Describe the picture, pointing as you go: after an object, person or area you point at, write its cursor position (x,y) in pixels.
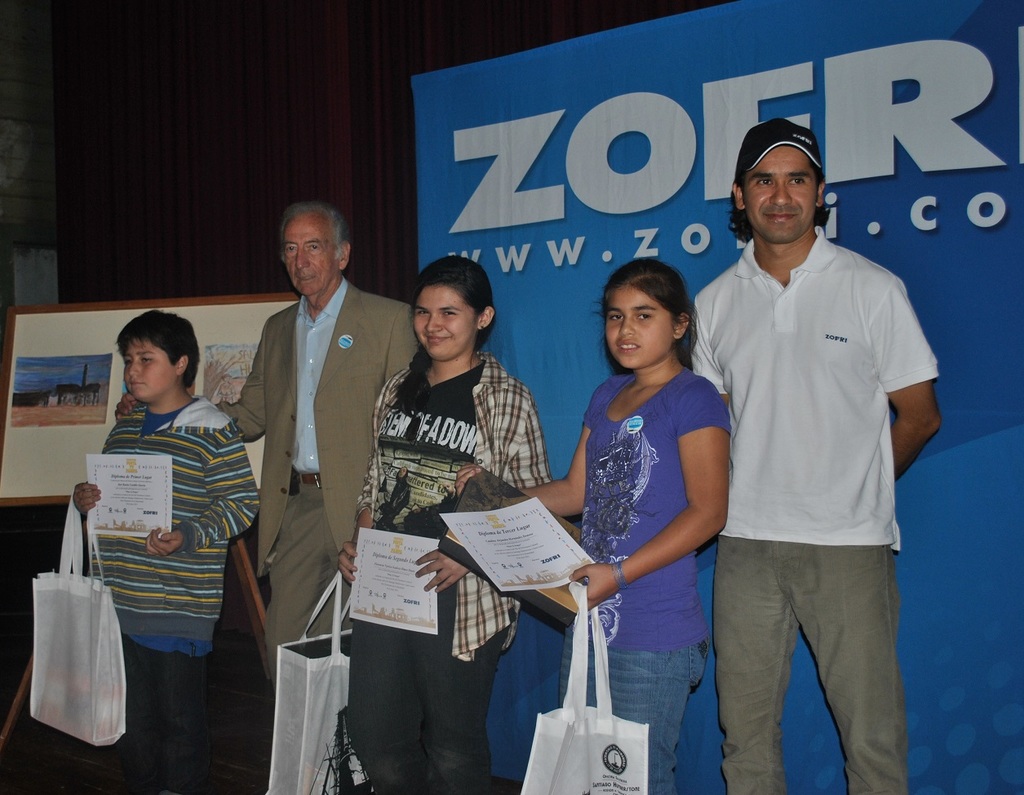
This image is taken indoors. In the background (443,186) there are two boards (558,216) with a text (592,203) and images (220,346) on them. In the middle of the image (445,486) two men (787,551), a boy (161,570) and two girls (447,466) are standing on the floor (90,755). A boy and two girls (585,516) are holding certificates (366,619) and covers (291,699) in their hands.
